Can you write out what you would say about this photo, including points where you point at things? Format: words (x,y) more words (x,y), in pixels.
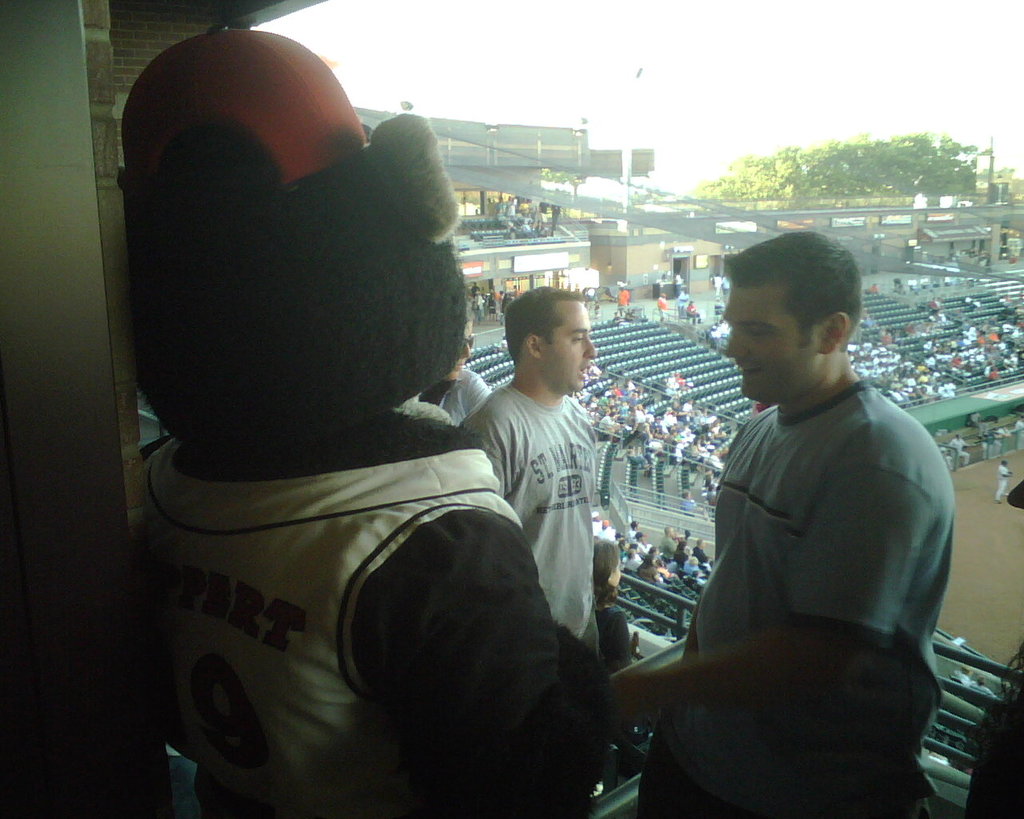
In this image we can see there is an inside view of the stadium (670,327). And there are a few people (565,481) standing on the floor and few people (634,411) on the chair (602,365). And there is a doll (254,359) near the wall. There are trees (788,178), pole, railing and the sky (765,54).
